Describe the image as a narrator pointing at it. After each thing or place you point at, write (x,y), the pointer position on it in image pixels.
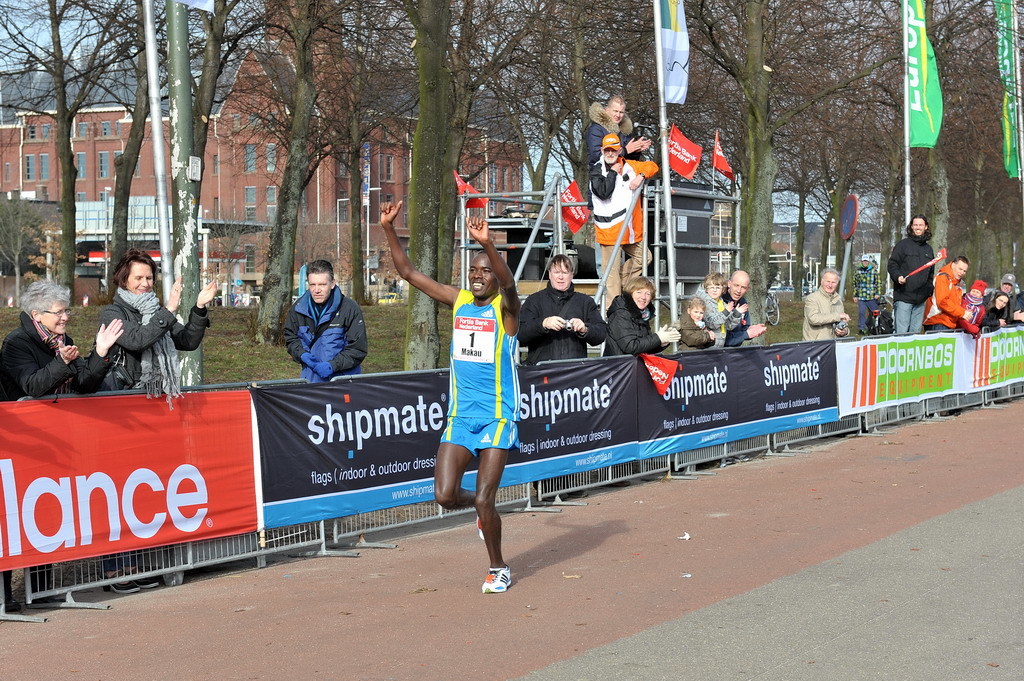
In this picture I can see there is a person (475,287) running and there are few people (193,331) cheering up and in the backdrop (122,202) there are trees (207,36) and buildings (231,158).
